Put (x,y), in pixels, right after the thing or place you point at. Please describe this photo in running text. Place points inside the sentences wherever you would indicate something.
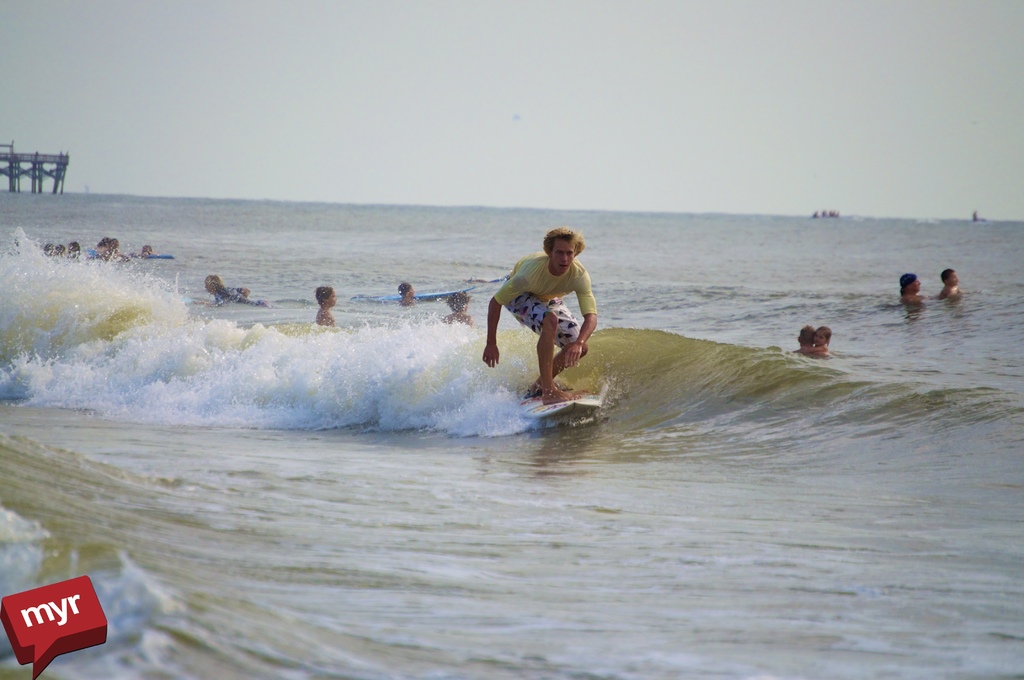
Here we can see a man (527,260) surfing on the surfboard (586,405) on the water (356,347). In the background (799,341) there are few persons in the water (527,337) and surfboards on the water (1,216) and there is a metal object (64,160) on the left (40,170) and this is the sky (701,189).
